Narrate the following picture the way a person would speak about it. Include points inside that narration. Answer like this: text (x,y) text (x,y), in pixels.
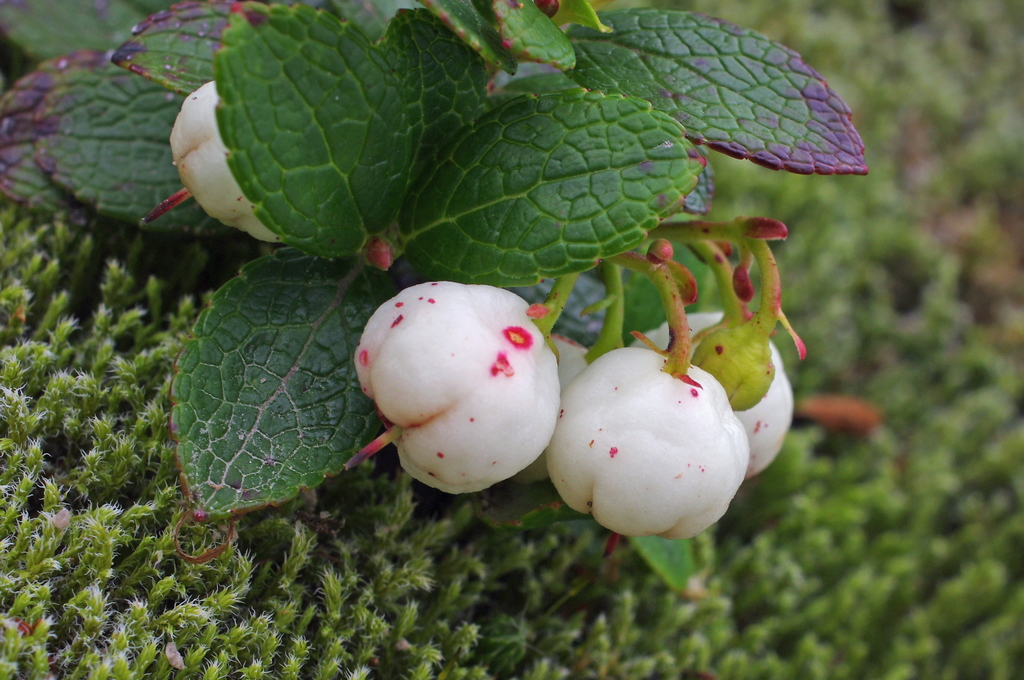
In this picture I can see there are white berries (405,313) and there have few leaves (461,148) and there are few small plants (279,590) on the floor (163,547).
